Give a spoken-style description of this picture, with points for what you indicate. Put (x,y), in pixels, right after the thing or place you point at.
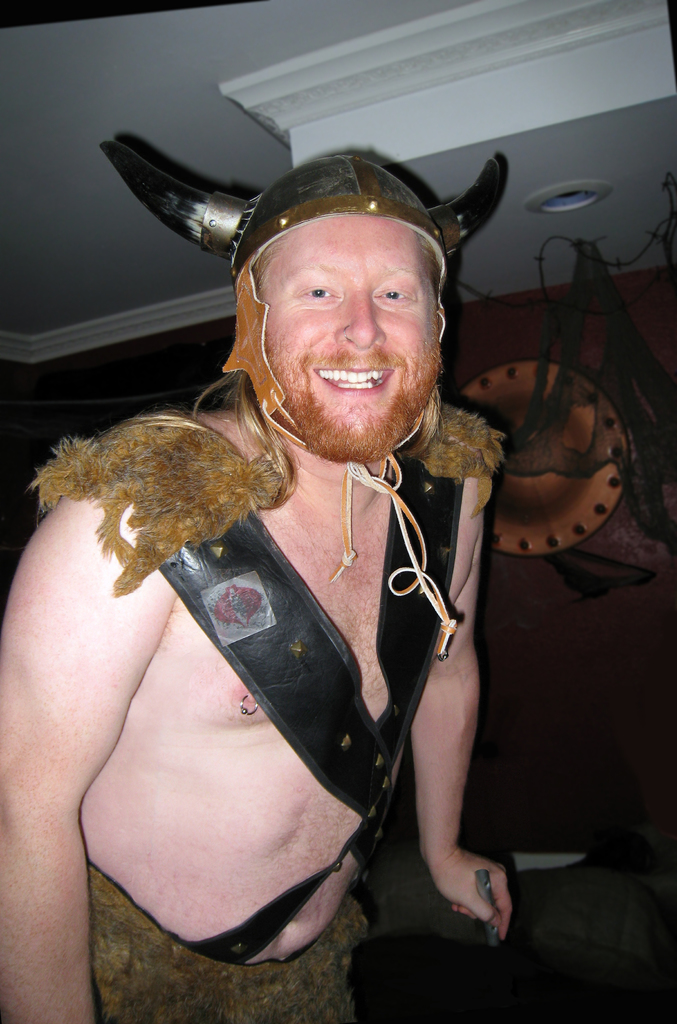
In this image there is a man (350,316) standing and smiling, who is wearing a temporary horns (468,205) and fur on the body (189,732), behind him there is something on the wall (601,605).
